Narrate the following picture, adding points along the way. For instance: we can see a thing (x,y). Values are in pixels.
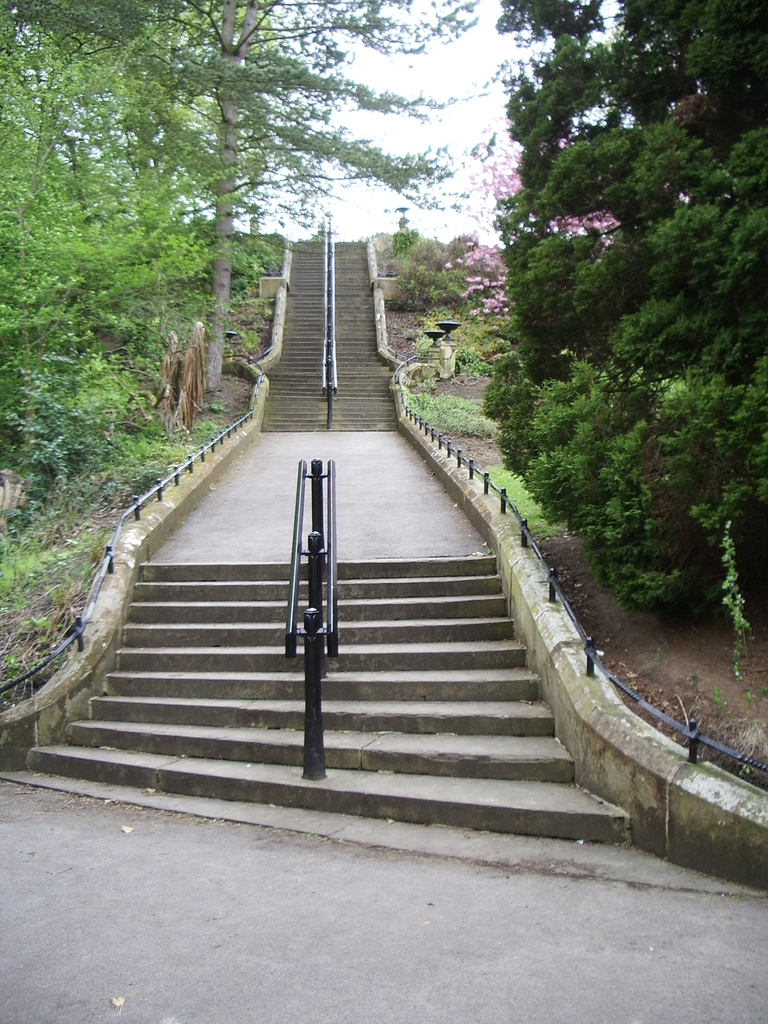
In this picture I can see stairs (318,264) and i can see a metal rods (321,629) to hold, in the middle of the stairs (290,379) and I can see trees (559,295) and a cloudy sky (385,85).
